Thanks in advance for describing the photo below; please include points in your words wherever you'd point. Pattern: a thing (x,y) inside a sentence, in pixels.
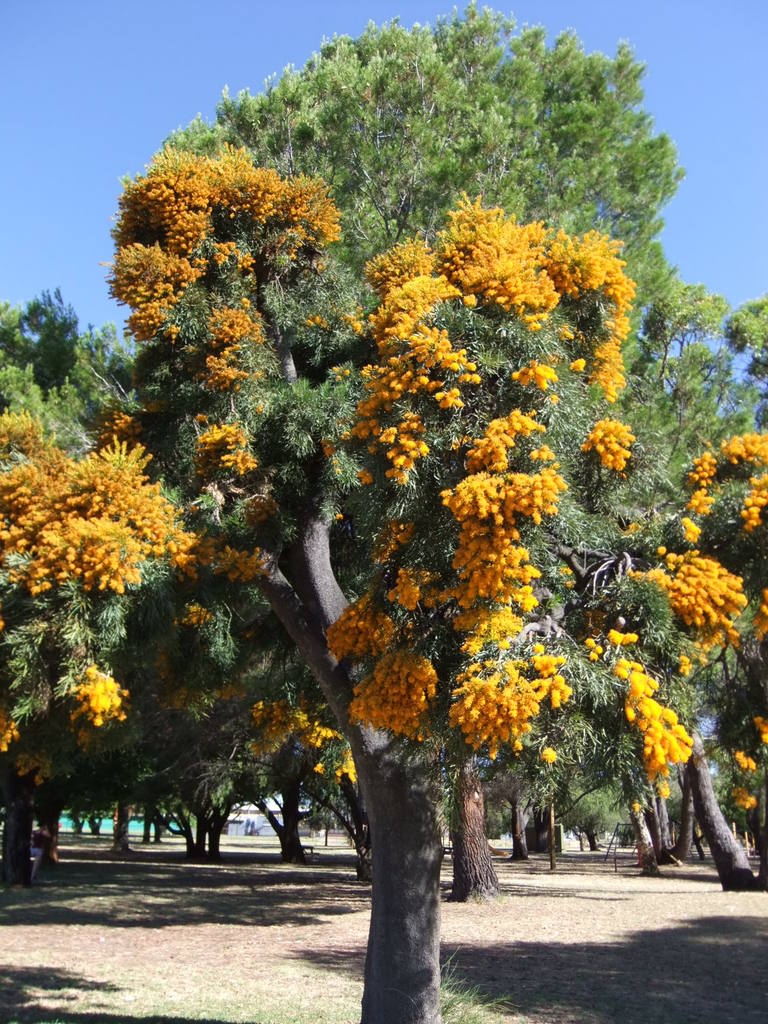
In the image we can see some trees (759,336). Behind the trees (352,424) there is sky (12,230).
